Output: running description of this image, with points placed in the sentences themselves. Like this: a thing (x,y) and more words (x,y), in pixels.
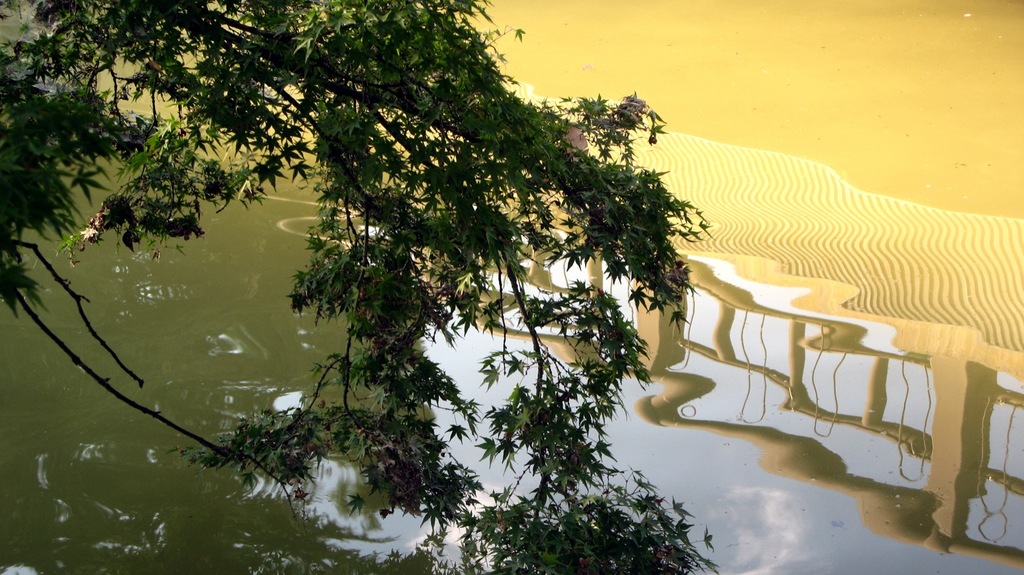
In this picture I can see the leaves (390,177) on the stems (343,164) in front (228,39) and I can see the water (600,82) and on the reflection (753,242) I can see the sky (693,457), few trees (302,356) and the railing (946,433).
